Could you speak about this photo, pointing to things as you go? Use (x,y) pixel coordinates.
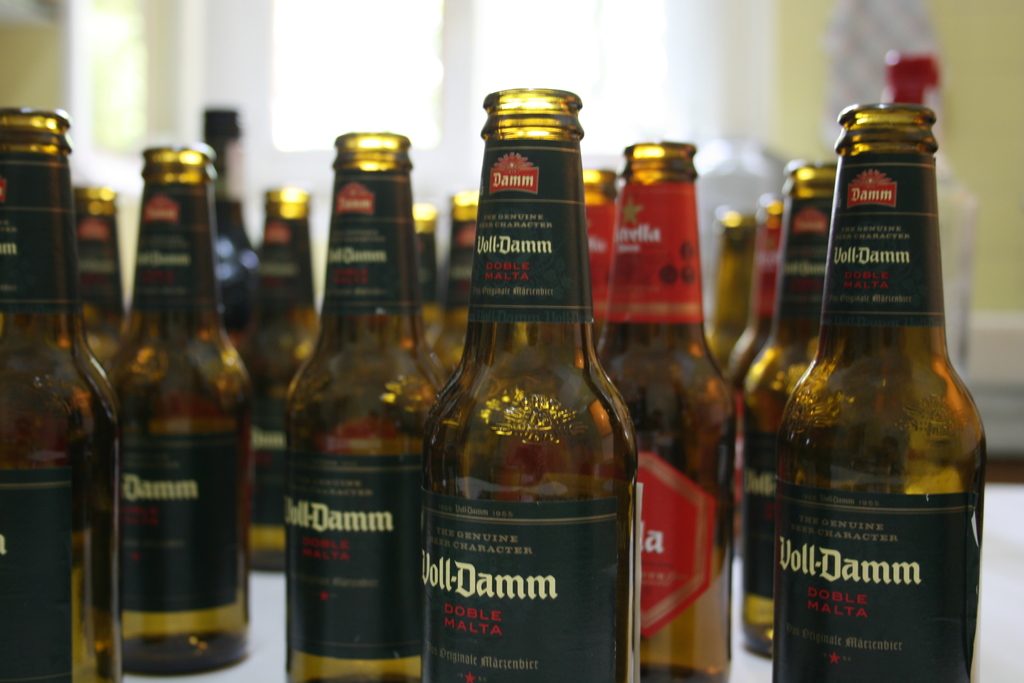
These are glass bottles (555,222) with labels (392,460) on it.
